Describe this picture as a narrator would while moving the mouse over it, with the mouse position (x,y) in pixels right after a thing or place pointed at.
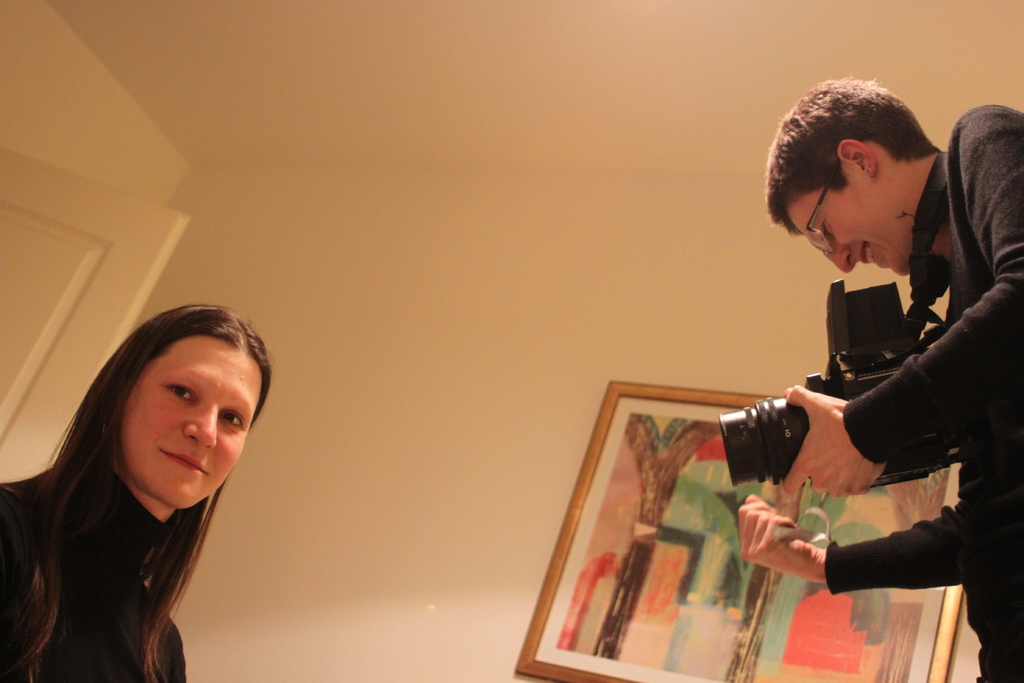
In this image I can see two people (810,421) with black color dresses (873,549) and one person (877,447) holding the camera (862,382). In the background (612,523) I can see the frame (577,491) to the wall (402,395).
